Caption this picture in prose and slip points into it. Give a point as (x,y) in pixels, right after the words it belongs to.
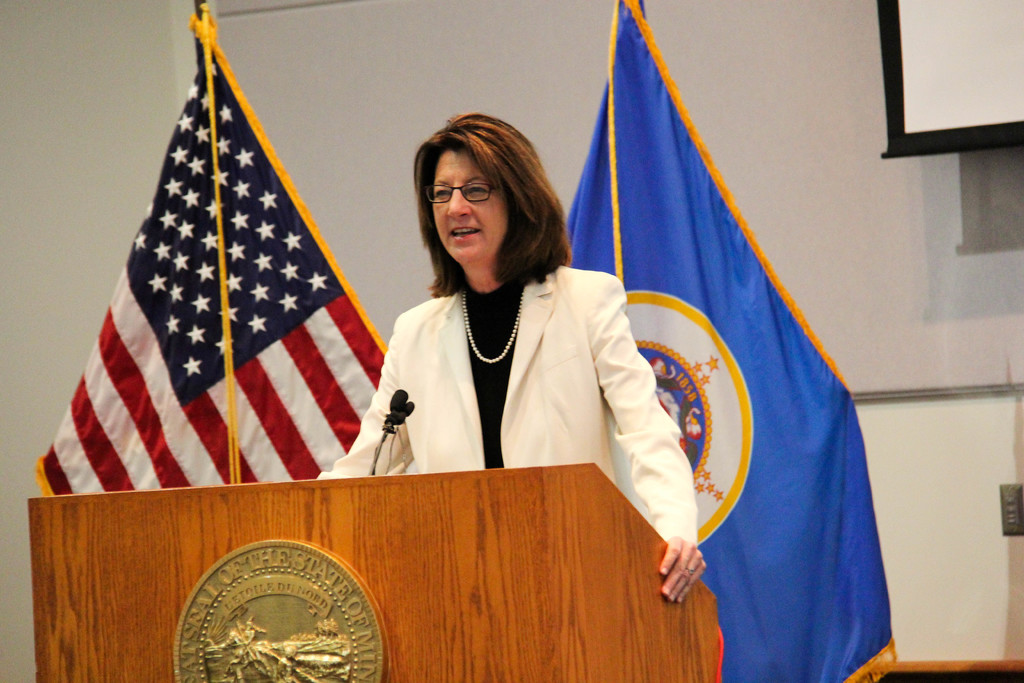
There is a woman (481,201) standing, in front of this woman (416,391) we can see microphone (411,405) and board (240,565) on the podium (357,523), behind this woman (356,467) we can see flags (356,343), wall (464,47) and white banner (932,106).
